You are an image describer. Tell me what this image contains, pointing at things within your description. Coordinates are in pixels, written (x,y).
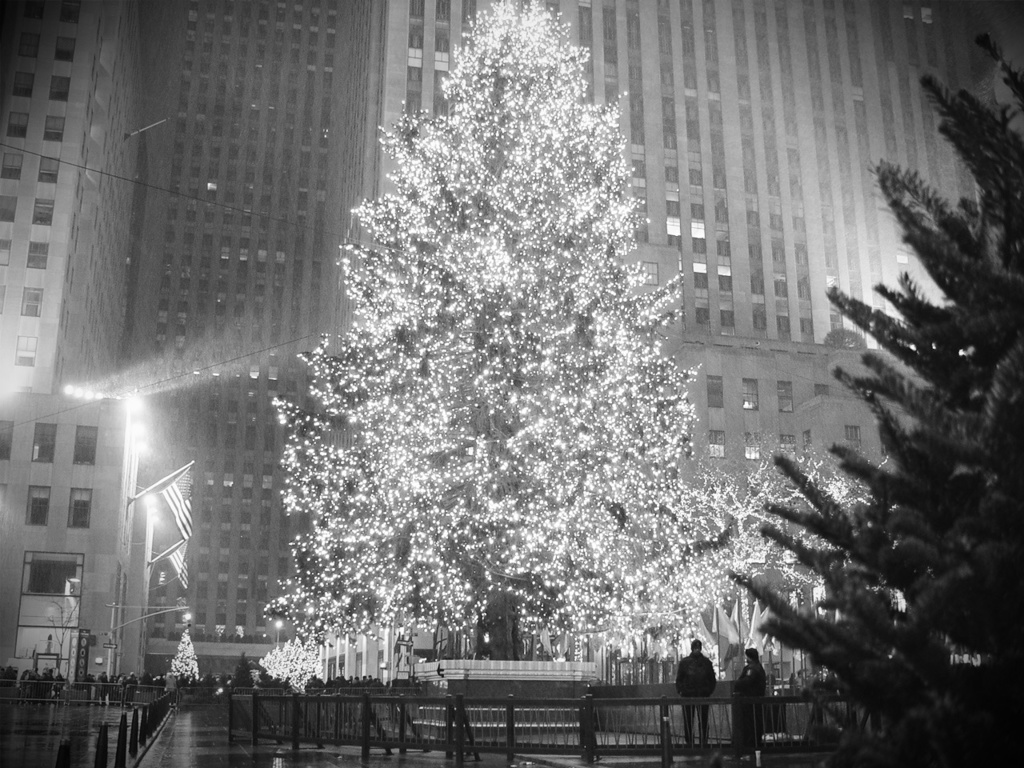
It is a black and white picture. In this image there are trees (471,569), flags (181,571), light poles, railings (651,749), people (10,679), boards (81,637), buildings (617,30), decorative lights (466,309) and objects (447,683).
